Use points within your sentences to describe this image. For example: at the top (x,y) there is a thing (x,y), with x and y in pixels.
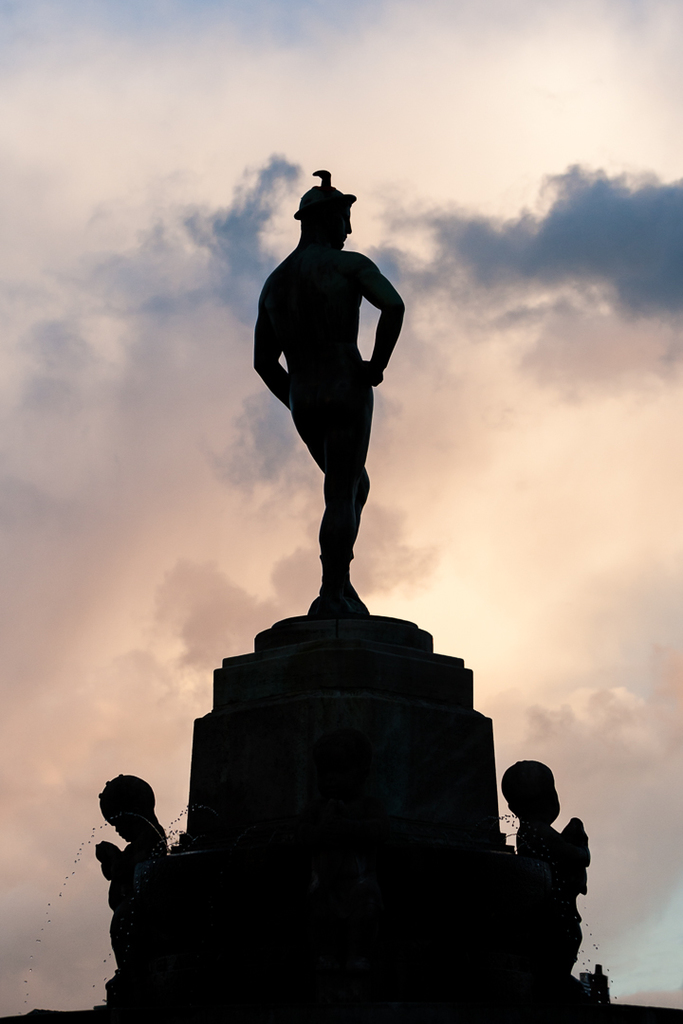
In this picture I can see the statue (355,493). I can see clouds (449,338) in the sky (250,318).
